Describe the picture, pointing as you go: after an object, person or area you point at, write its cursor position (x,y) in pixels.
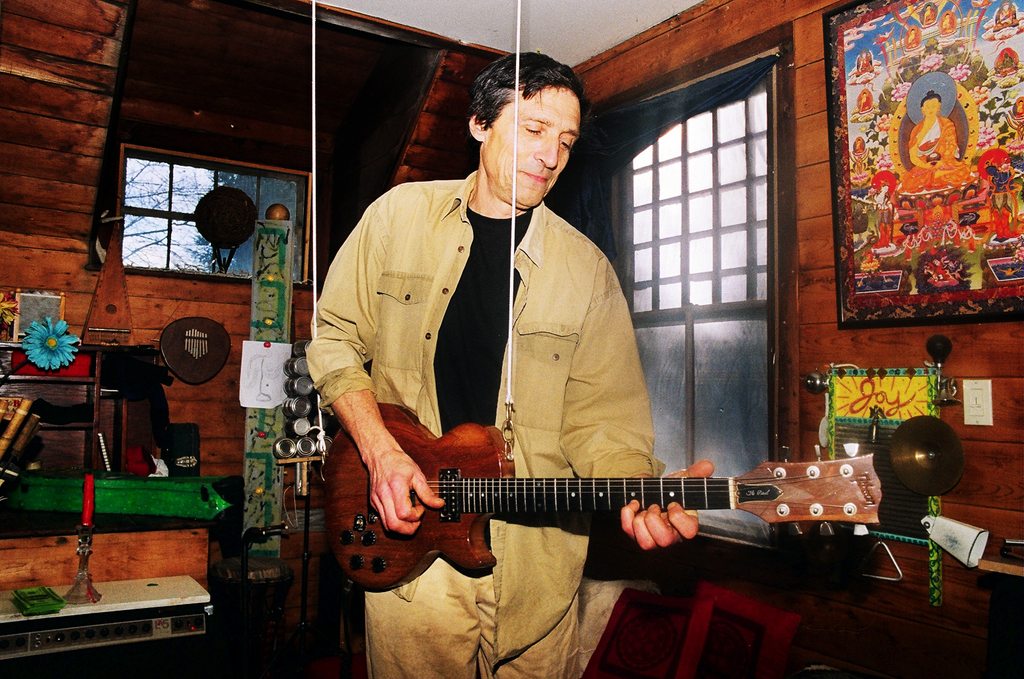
In this picture we can see a man (392,266) wearing brown shirt (420,295) and black T-shirt (467,379) playing a guitar (534,489), on the right side of wall (854,345) we have painting (907,296) and in center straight we can see a window (187,240) and tree (171,198) behind that. On the left corner (107,520) we have wooden table (22,531) and a green packet (75,499) and a blue color flower (46,355) is placed.
